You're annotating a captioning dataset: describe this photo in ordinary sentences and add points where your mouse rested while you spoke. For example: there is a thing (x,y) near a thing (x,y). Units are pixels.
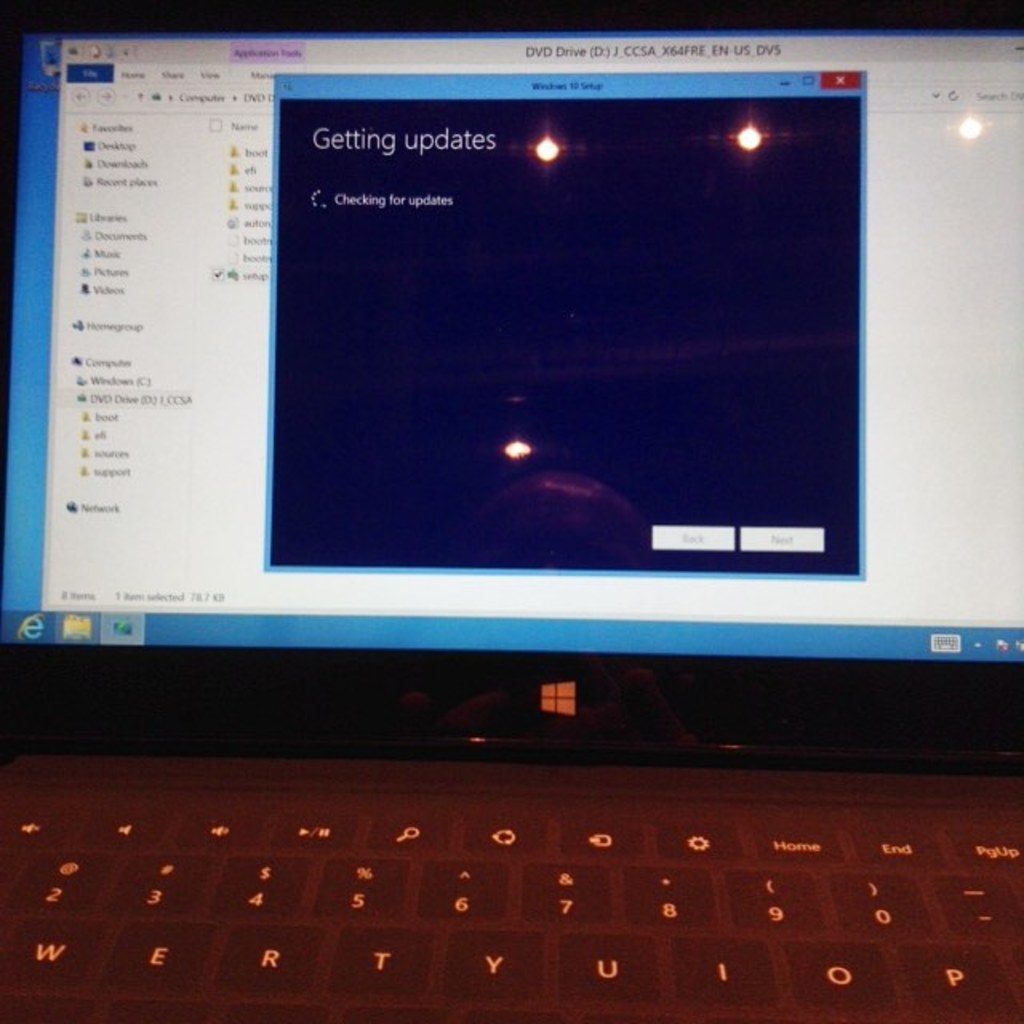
There is a computer (266,605) and keyboard (480,898). On the computer (244,607) there is a window (456,205) with lights (744,145) and something is written on that.
